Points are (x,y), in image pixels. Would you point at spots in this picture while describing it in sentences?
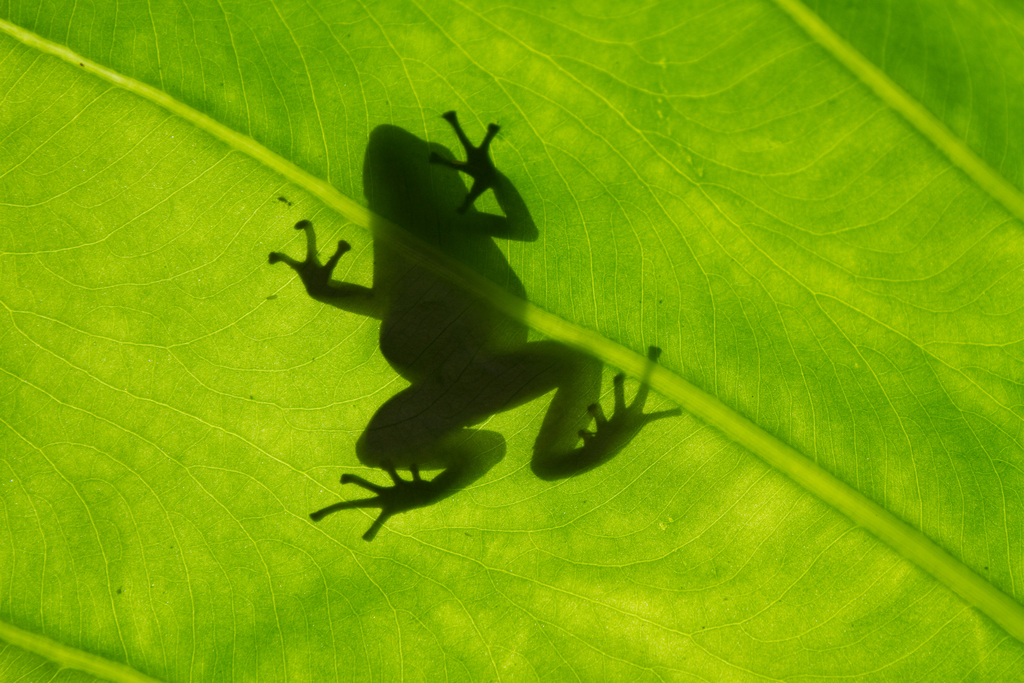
This picture shows a frog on the green leaf (300,469).
